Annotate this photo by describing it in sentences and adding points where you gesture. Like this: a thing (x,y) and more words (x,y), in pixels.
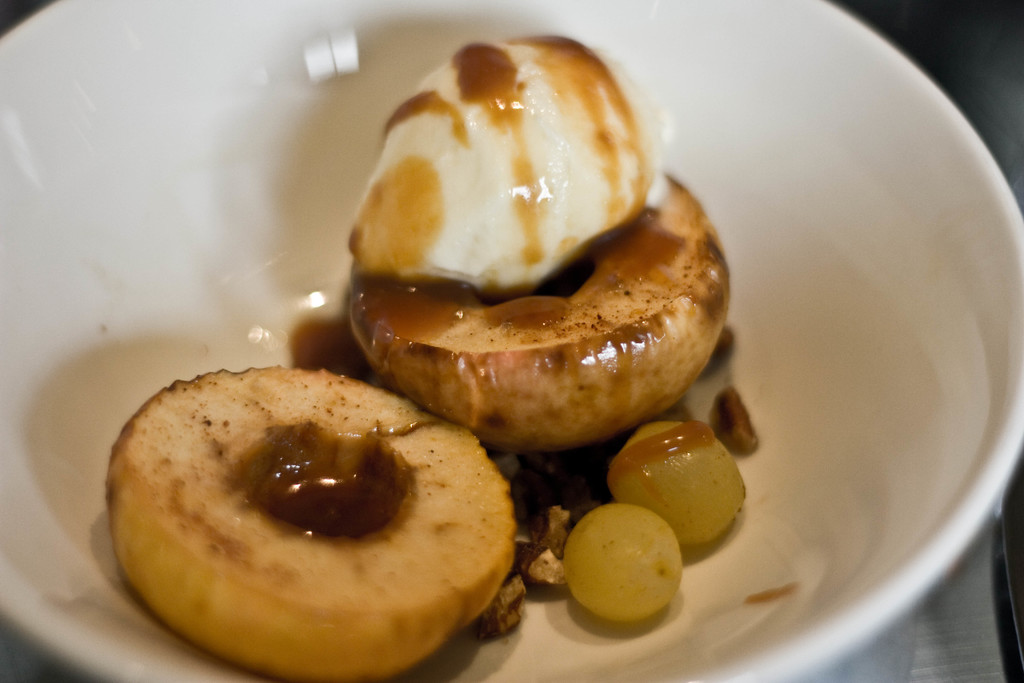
The picture consists of a food item (631,289) in a bowl (909,181).
